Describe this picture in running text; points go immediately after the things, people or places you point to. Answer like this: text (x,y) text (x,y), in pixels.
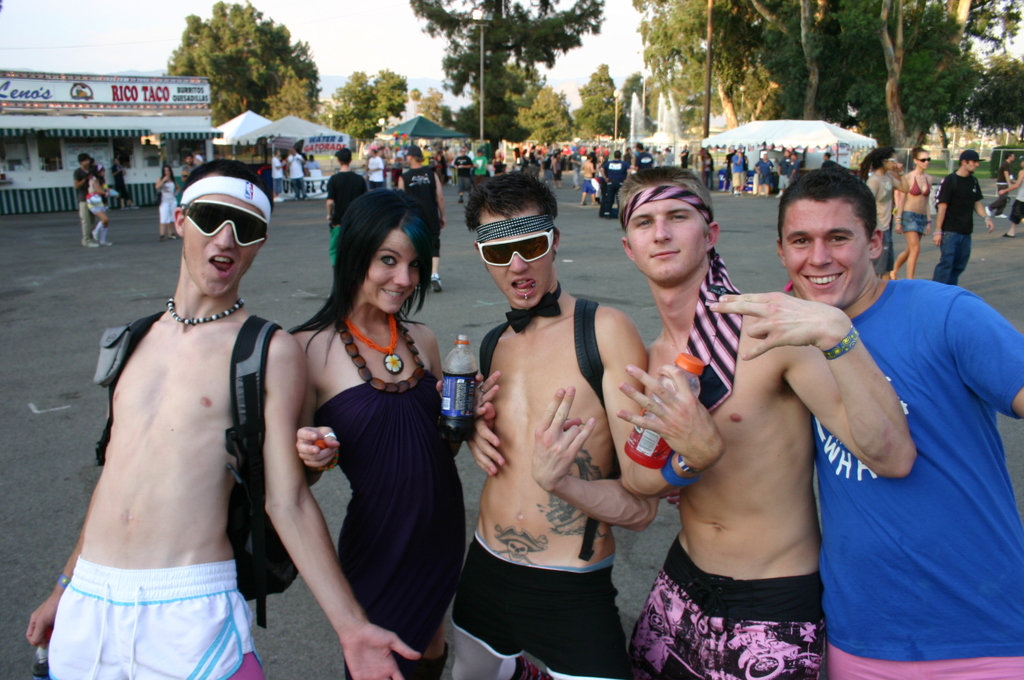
In this picture I can see a group of people (404,211) are standing. The people (653,401) in the front (598,455) are standing among them some are holding bottles (449,435) in hands (496,461). In the background (727,62) I can see trees (524,76), building (129,136), poles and the sky (352,5). I can also see some stalls (807,154).
